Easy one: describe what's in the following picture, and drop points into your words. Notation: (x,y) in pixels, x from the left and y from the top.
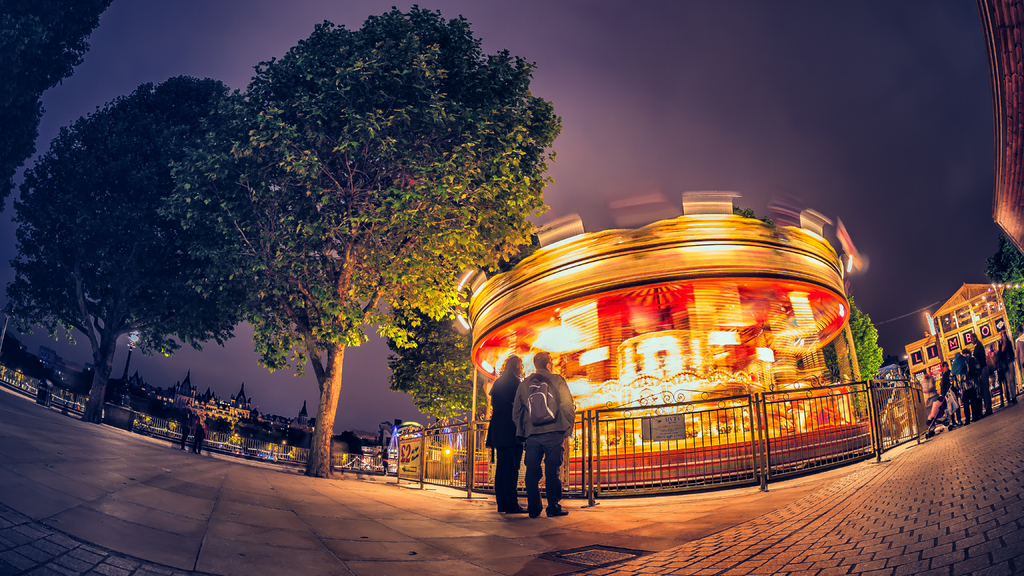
In this picture there are two persons (532,435) standing near to the fencing (611,416). On the right (1005,347) we can see group of persons (963,386). Here it's a carousel (633,314). On the left (176,436) background (210,414) we can see water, fencing (340,463), street light (125,384), church (186,390) and buildings (190,404). On the top (776,120) there is a sky (668,105).
